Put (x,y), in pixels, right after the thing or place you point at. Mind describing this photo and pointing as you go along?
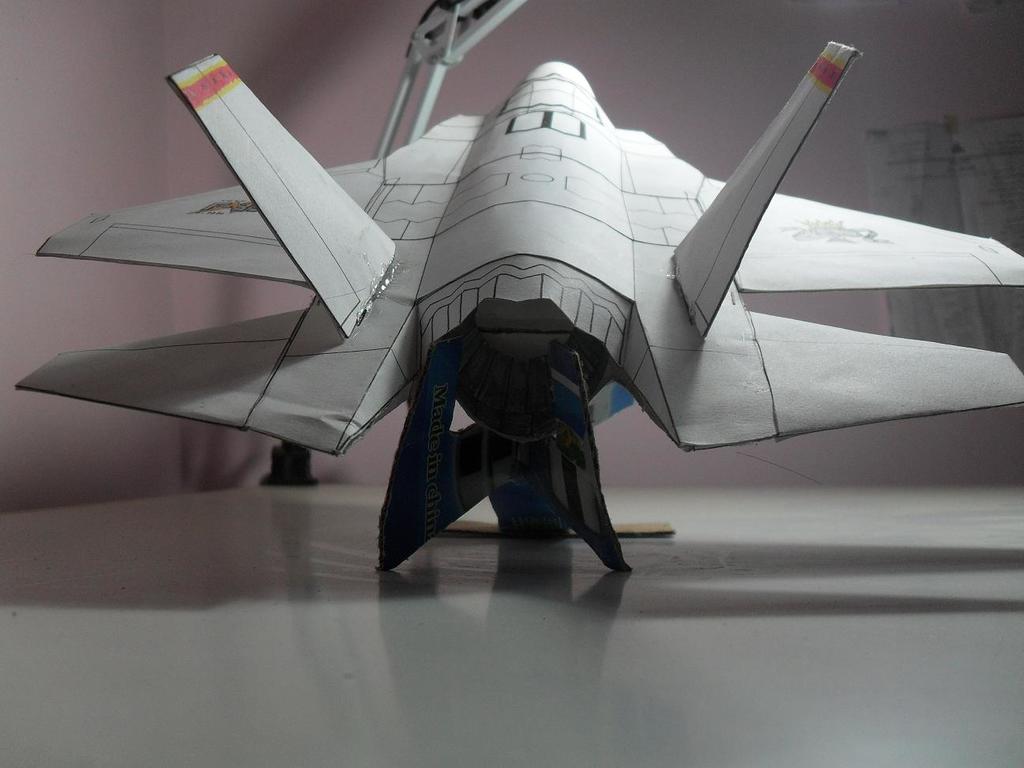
This picture seems to be clicked inside. In the center (438,424) there is an object (318,381) seems to be an aircraft (819,93) which is placed on the top of a surface of an object (426,640). In the background (591,50) we can see the wall (648,48).
